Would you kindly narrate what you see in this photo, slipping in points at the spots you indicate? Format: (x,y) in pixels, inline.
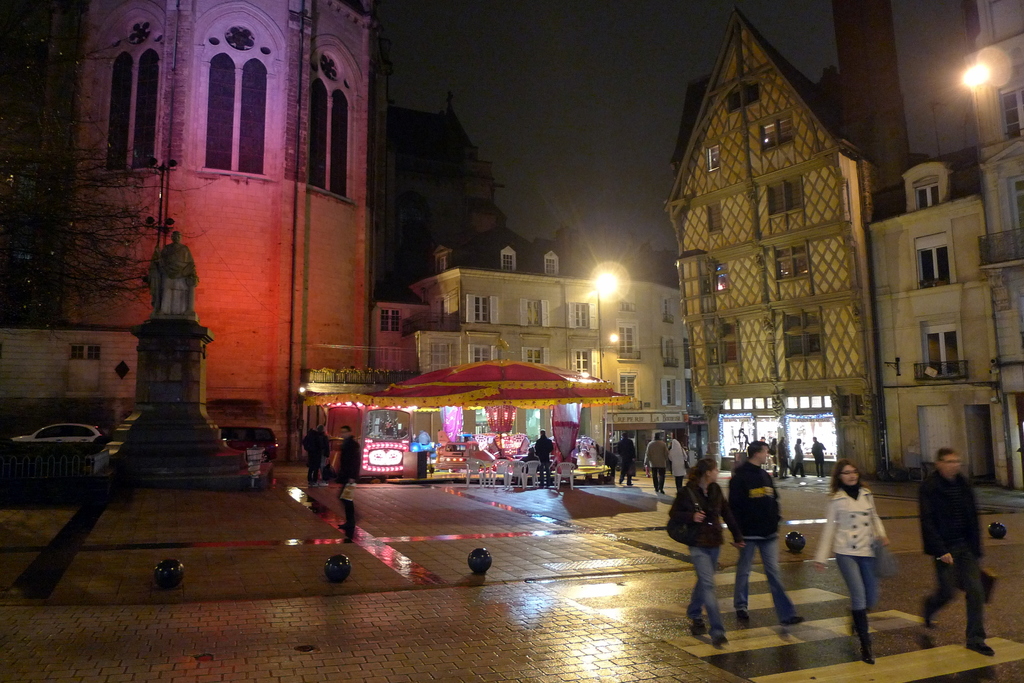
In this picture we can see so many buildings (581,254), in front few people (733,537) are walking, side we can see sculpture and some trees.
